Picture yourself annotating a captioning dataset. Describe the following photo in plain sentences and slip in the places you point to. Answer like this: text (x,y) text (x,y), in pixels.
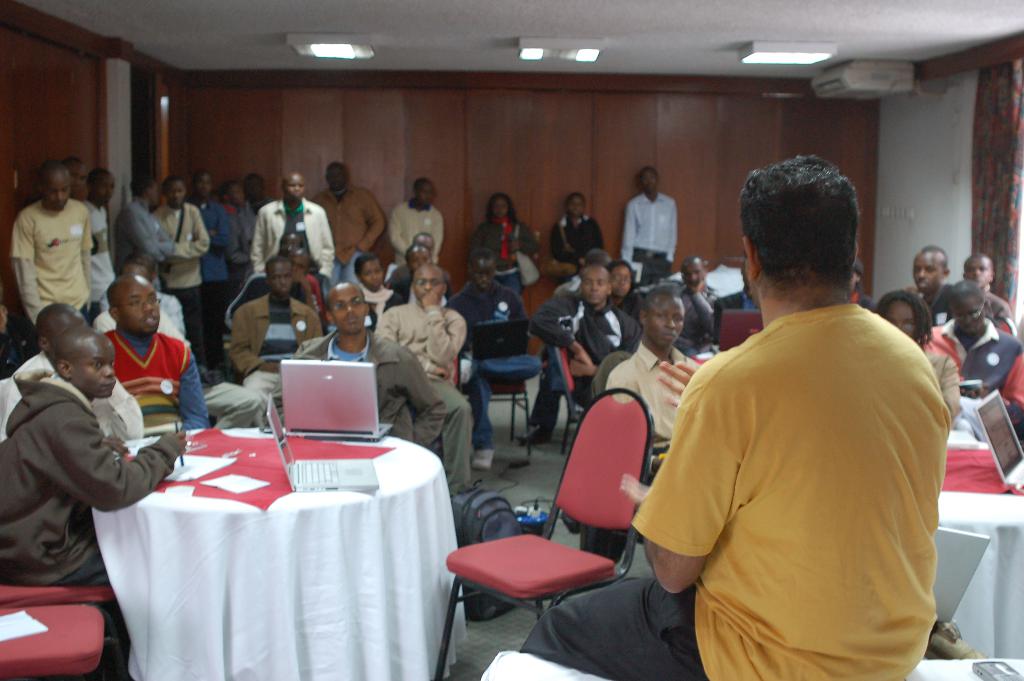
In this picture we can see a group of people (543,350), some people (529,369) are sitting on chairs (513,411), some people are standing, here we can see tables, laptops (495,339), papers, pen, bag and some objects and in the background (698,125) we can see a wall (682,115), air conditioner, curtain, roof (631,23), lights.
